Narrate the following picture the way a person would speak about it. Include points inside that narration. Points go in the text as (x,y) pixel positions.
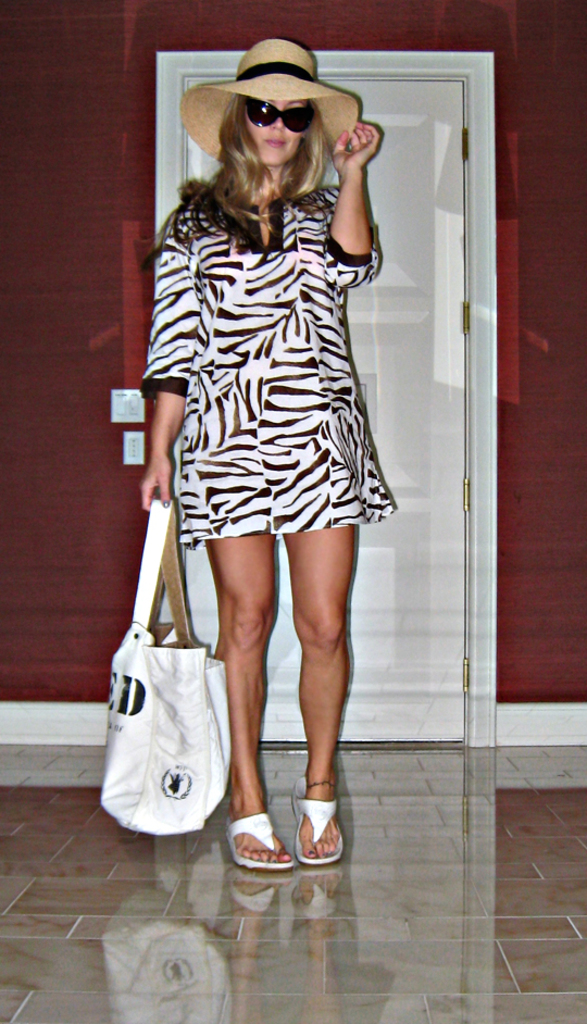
In the picture I can see a woman (303,361) is standing and holding a bag (162,681). The woman (269,279) is wearing a hat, black color shades (300,122) and white color dress (278,360). In the background (107,536) I can see red color wall (107,229) and white color door (392,373).
